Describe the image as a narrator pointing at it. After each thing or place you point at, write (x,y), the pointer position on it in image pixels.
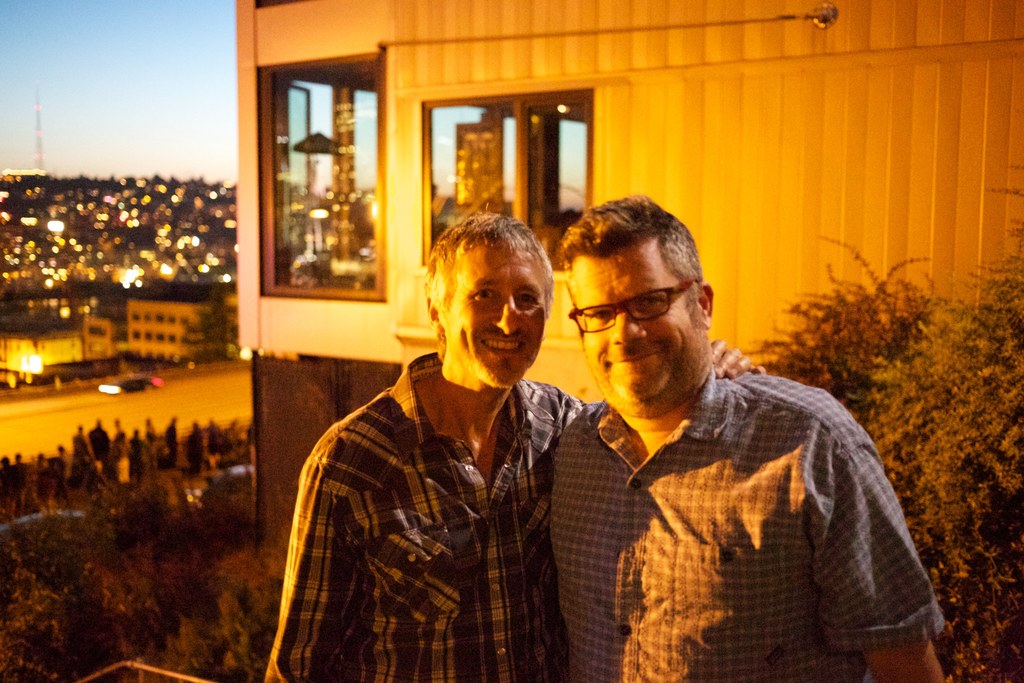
In this image there are two men (589,512) in the middle (595,452). The man (453,560) on the left side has kept his hand (725,365) on the other man (705,406). Behind them there is a building (356,139) with the glass windows (308,161). At the bottom (129,474) there is a road (145,391) on which there is a car (112,388) and there are few people (95,434) standing on the footpath (169,442). In the background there are so many buildings (132,235) with the lights (105,214). At the top (133,59) there is the sky (124,57). On the right side (940,393) there are plants (928,404).
